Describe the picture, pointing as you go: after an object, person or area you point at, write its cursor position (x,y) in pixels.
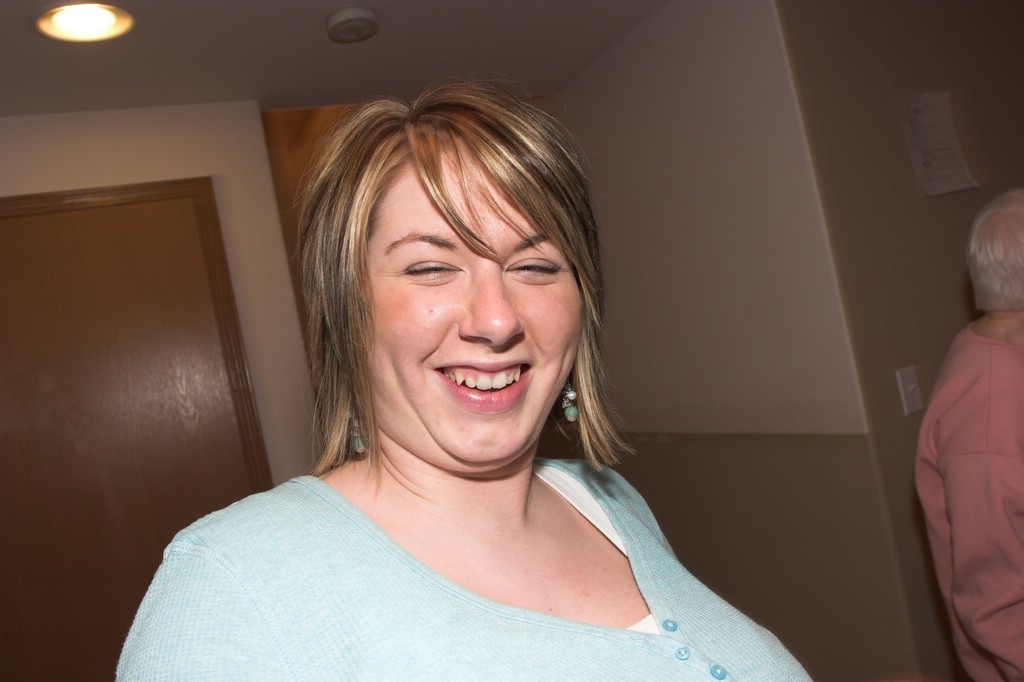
In this image I can see a woman (497,541) is smiling. Here I can see a person (995,443). In the background (323,109) I can see a wall (614,317), a door (141,387) and lights (122,29) on the ceiling (190,100).
